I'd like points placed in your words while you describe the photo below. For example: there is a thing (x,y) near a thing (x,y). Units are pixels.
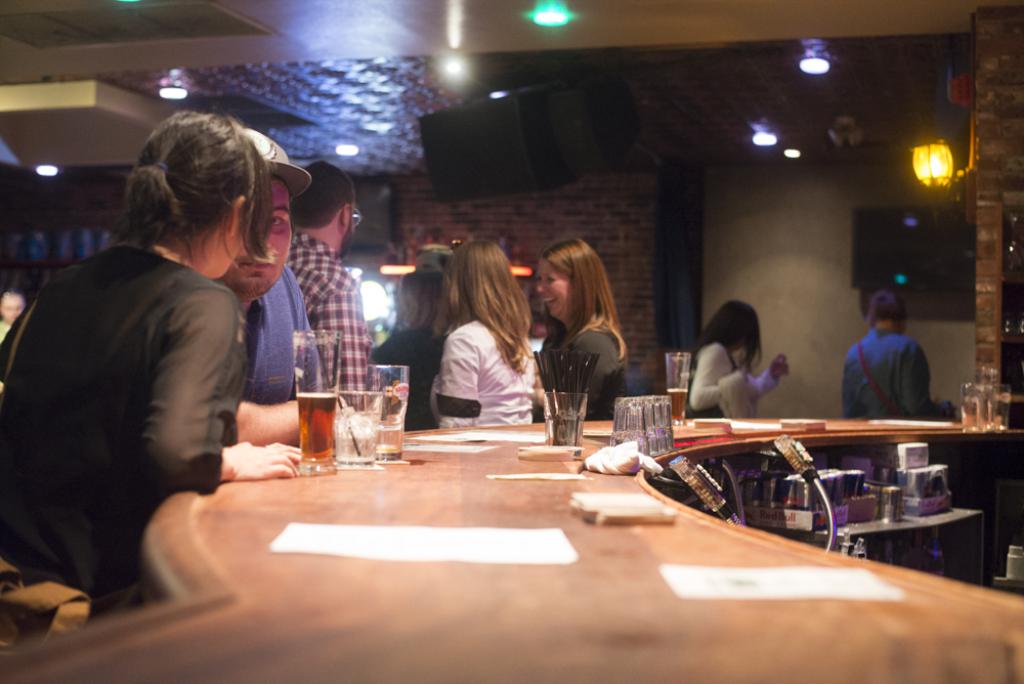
In this image, there is a inside view of a building (520,221). There are some people (559,286) wearing colorful clothes (601,342) and standing in front of the table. This table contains glasses (583,396). There are some light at the top (163,87).
